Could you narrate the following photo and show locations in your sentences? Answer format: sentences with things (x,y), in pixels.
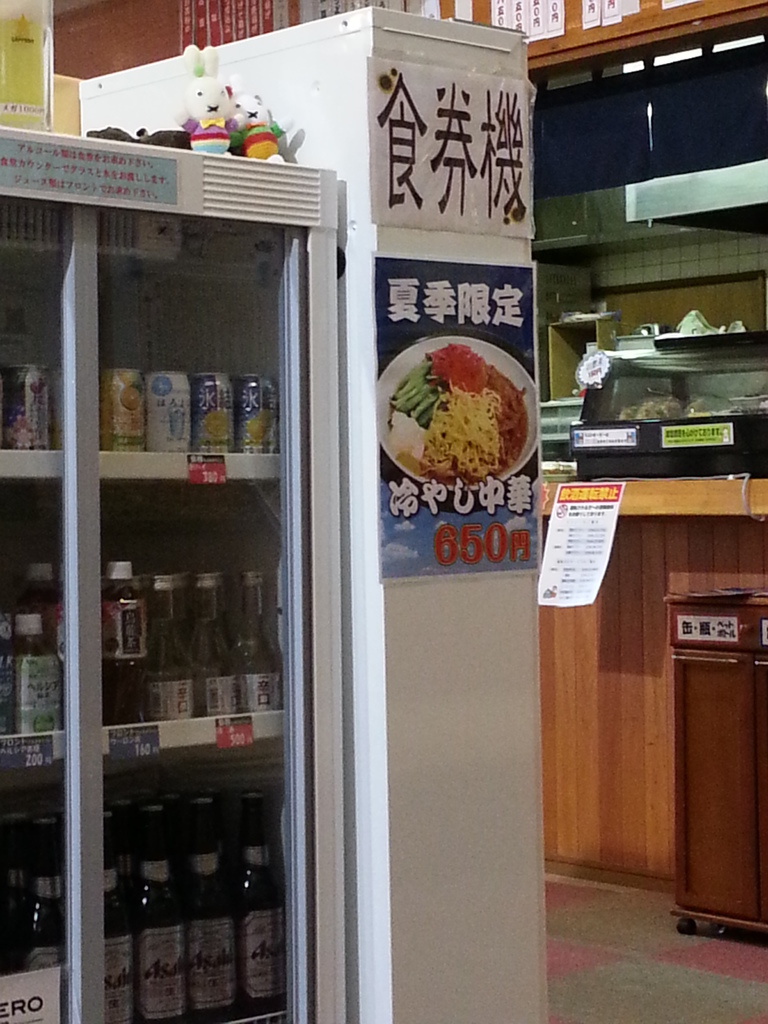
This image is taken inside a store (65,458). In the left side of the image (71,202) there is a fridge (304,438) in which there are few cans (172,410) and bottles (154,671) with drink (244,660) in it. In the right side of the image (574,810) there is a table (669,760) with shelves (689,451) on it and a cupboard (685,690). In the middle of the image (395,420) there is a stand (509,643) with posters (435,343) on it. At the top of the image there are toys (269,155) on the fridge (95,858).
